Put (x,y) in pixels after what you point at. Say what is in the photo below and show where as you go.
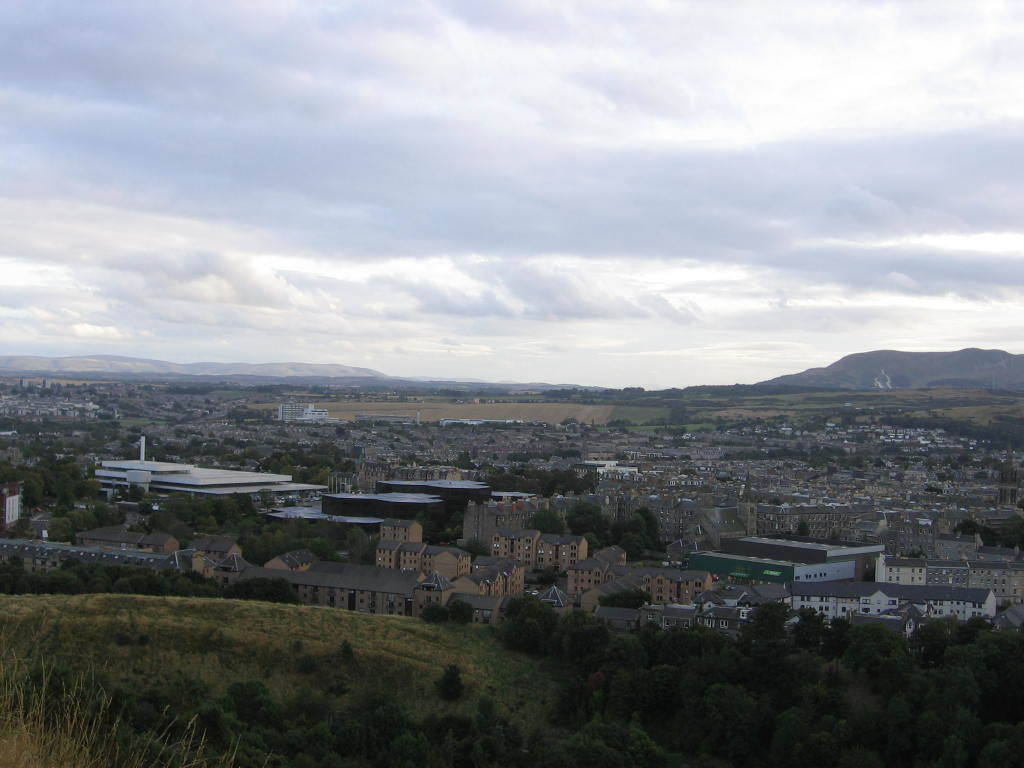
In the picture I can see buildings (585,554), trees (366,535), plants (573,709) and the grass (255,666). In the background (436,246) I can see mountains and the sky (475,251).
